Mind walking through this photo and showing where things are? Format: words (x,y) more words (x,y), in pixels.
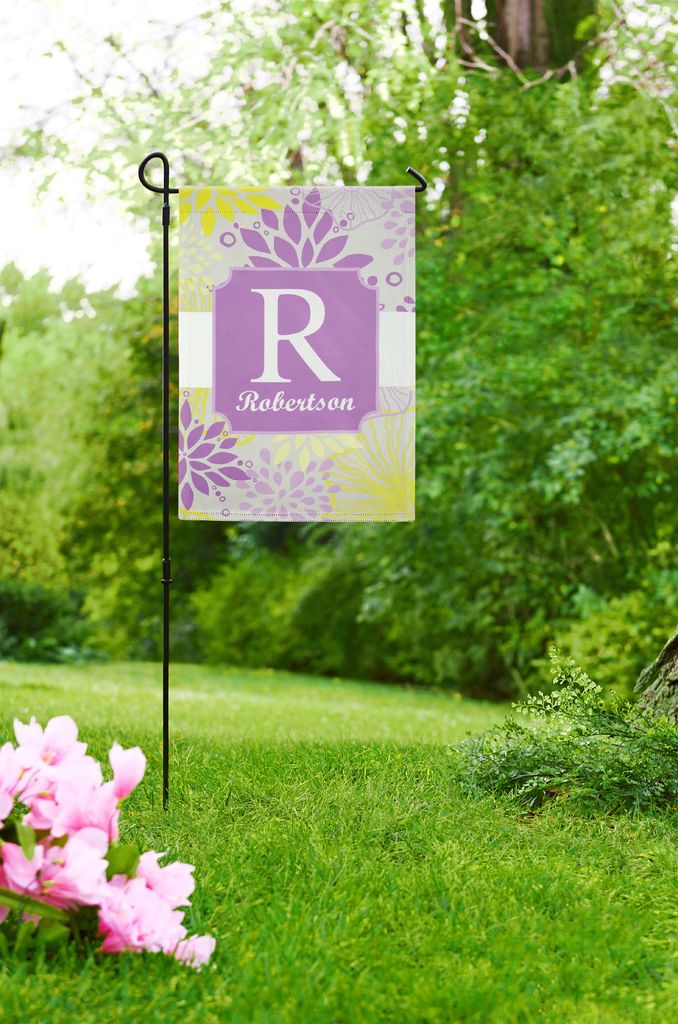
In this image I can see the banner (328,272) attached to the rod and I can see few flowers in pink color. In the background (517,158) I can see few trees (435,176) in green color and the sky (97,240) is in white color.
